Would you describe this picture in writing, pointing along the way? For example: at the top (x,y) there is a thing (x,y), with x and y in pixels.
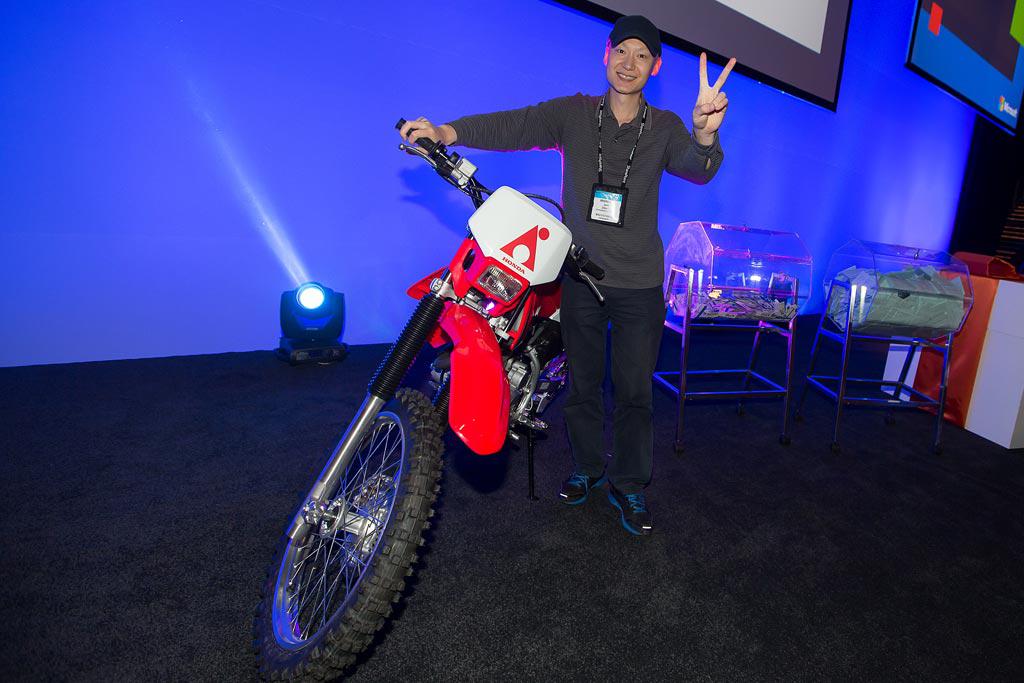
In The center of the image (459,364) we can see person (660,256) standing at the bike (435,424). On the right side of the image (723,286) we can see containers (704,305) and stands (714,371). In the background (802,168) there is a screen (689,44), light (285,317) and wall (227,189).
